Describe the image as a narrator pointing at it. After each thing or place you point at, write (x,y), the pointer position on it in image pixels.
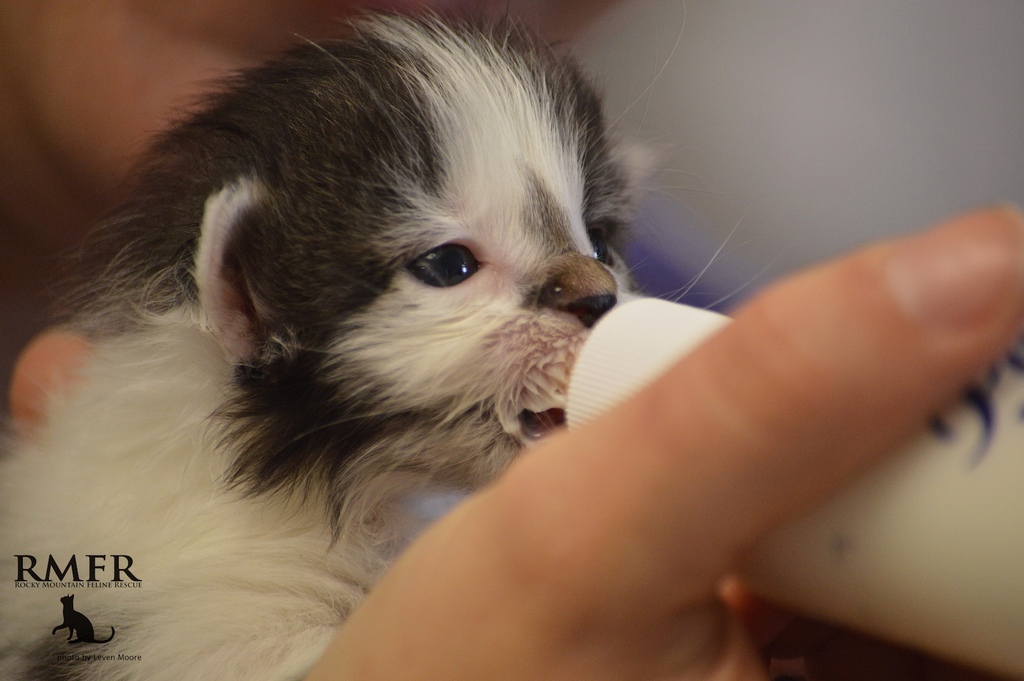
On the bottom left (121,573), there is a watermark (131,606). On the left side (203,325), there is an animal (203,325). On the right side (899,443), there is a hand (716,367) of a person (716,367) holding a white color bottle (955,534). And the background (739,41) is blurred.
